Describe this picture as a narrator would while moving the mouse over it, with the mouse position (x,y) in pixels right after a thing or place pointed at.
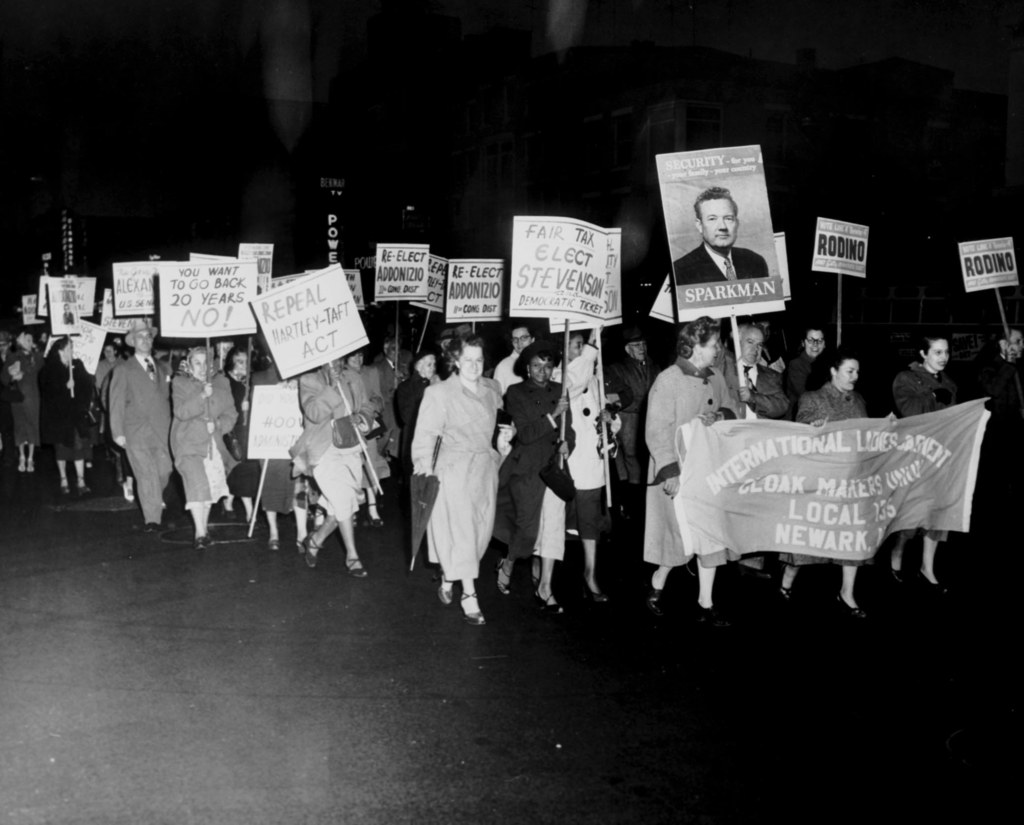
This is a black and white image. In this image we can see a group of people (274,546) walking on the road (432,637). In that some are holding the boards (203,331) with some text (303,317) on it. On the right side (906,384) we can see some people (651,605) holding a banner (852,437). On the backside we can see a signboard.
